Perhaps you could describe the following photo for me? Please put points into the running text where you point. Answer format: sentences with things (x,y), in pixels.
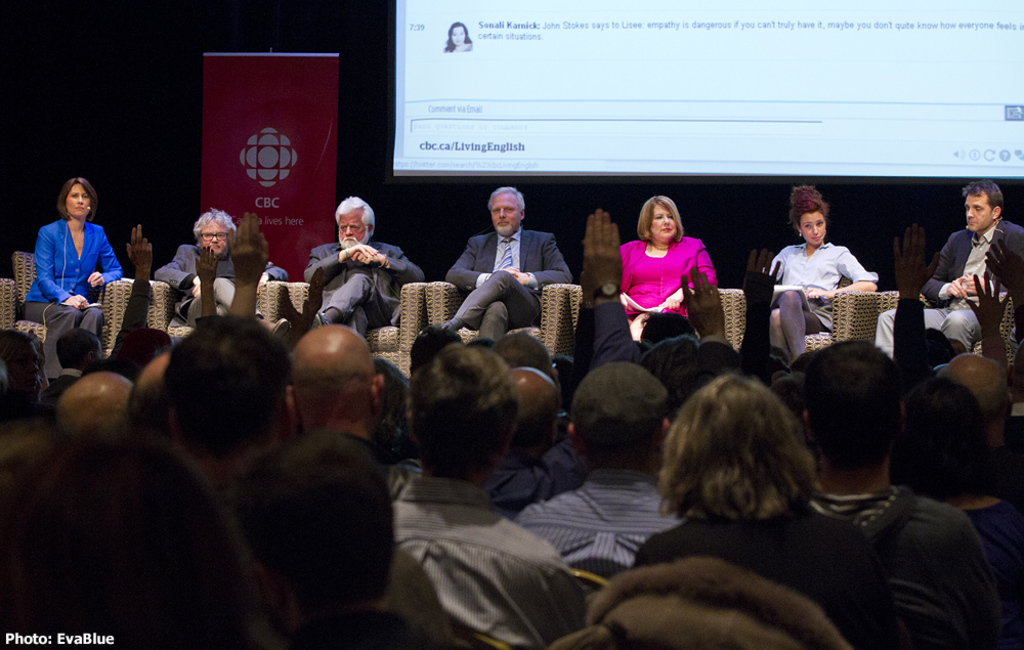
As we can see in the image there are many people (235,269), chairs (442,313) and a banner (293,238).
